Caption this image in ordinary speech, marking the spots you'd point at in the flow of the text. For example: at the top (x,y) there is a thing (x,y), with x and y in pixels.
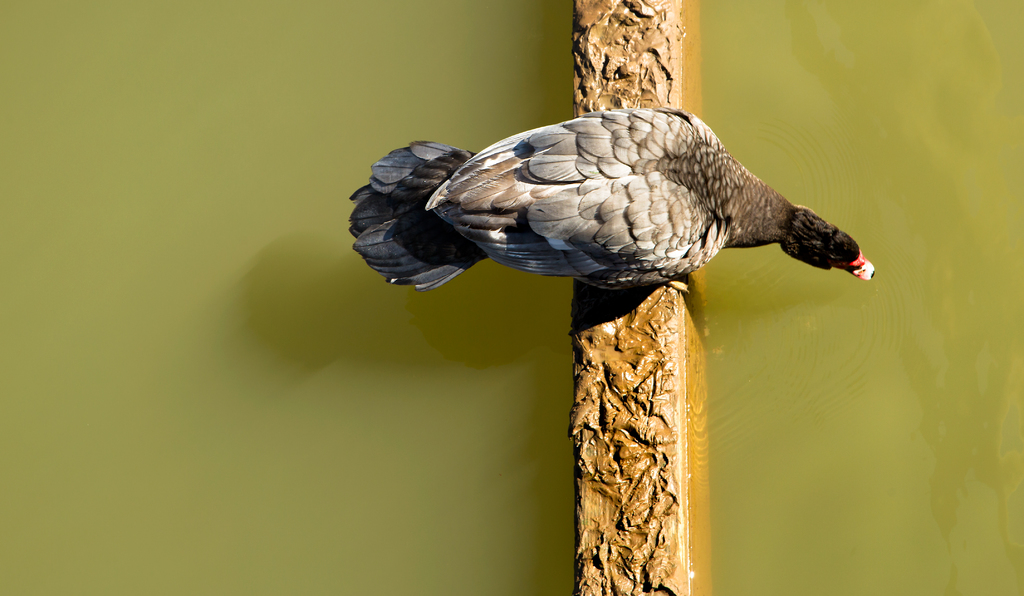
In this image, we can see a bird (561,206) on the wall (582,304). Here we can see water (505,461).
